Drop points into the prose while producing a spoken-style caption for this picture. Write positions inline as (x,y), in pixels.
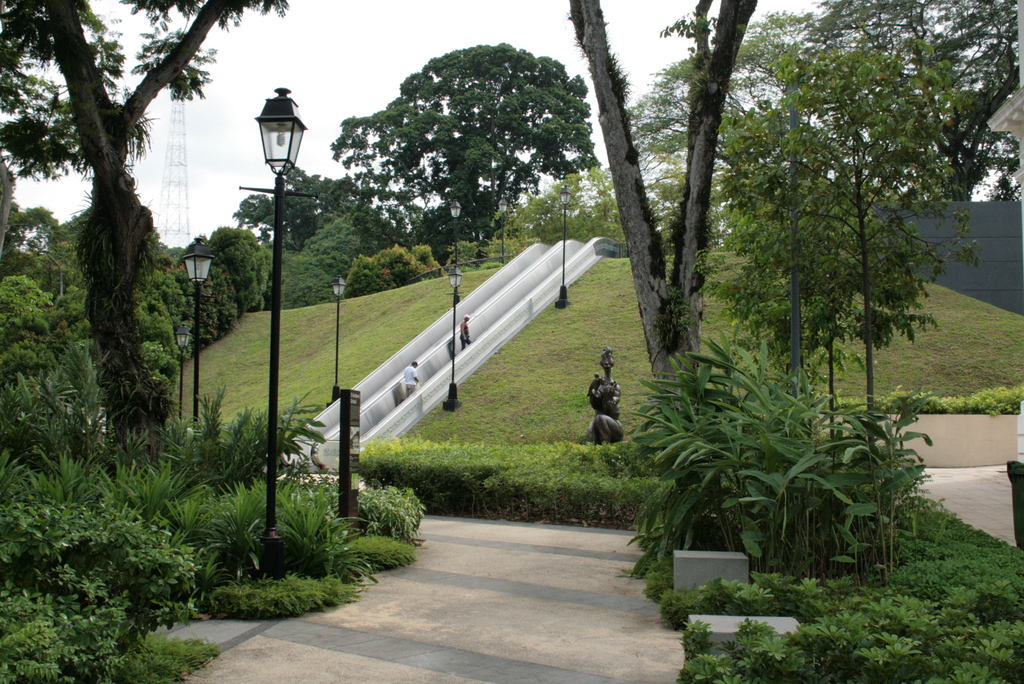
In the foreground of the picture (676,463) there are plants (462,456), trees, street light (270,137), board (353,428), road (502,600) and other objects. In the middle of the picture (573,330) there are trees (594,187), sculpture (613,380), grass (588,356), streetlights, people (413,375), escalator (493,303) and other objects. At the top (301,28) we can see cell phone tower (176,152) and sky (370,38).
